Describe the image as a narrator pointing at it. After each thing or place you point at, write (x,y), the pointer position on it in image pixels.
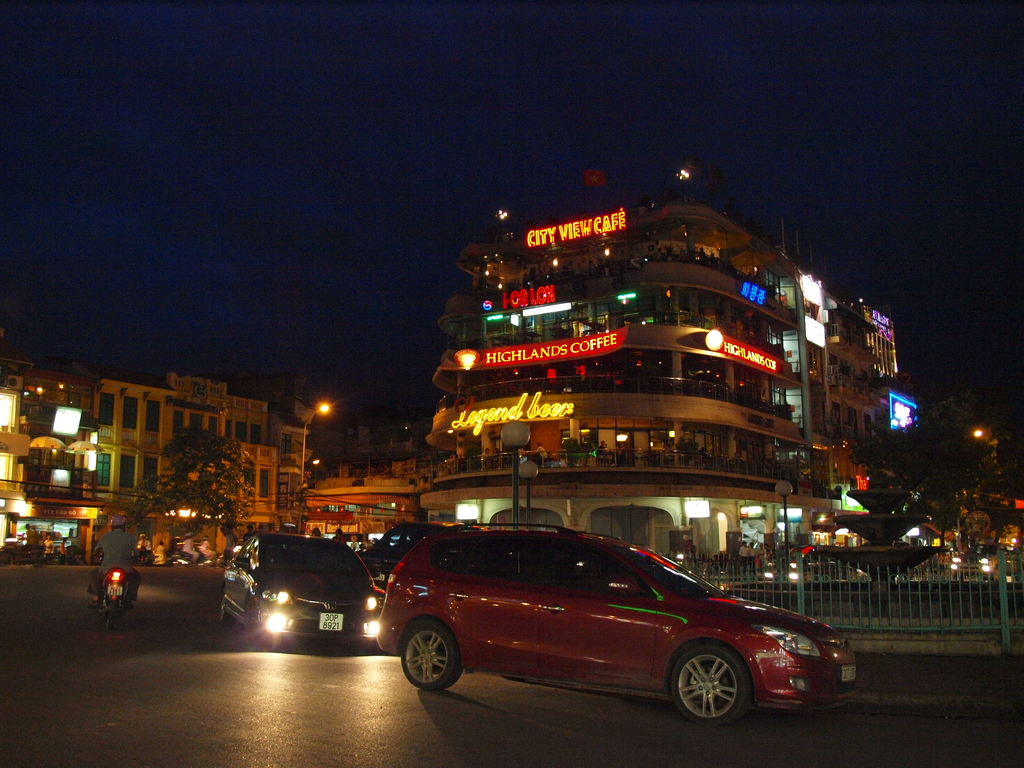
This image consists of buildings (520,395). At the bottom (396,603), there are vehicles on the road (387,718). On the right (980,600), we can see a fencing (742,556). On the left (201,488), there is a tree (215,475). At the top (388,80), there is sky (304,153). And there are many lights (40,390) in this image.
